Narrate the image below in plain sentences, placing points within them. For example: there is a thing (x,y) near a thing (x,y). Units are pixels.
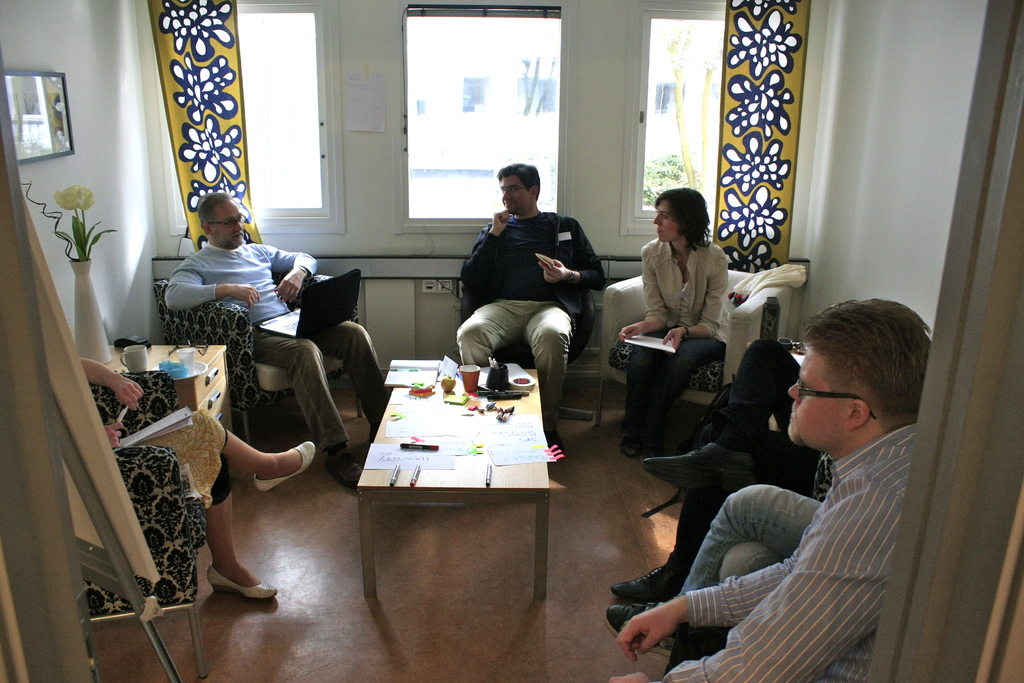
This picture shows a group of people (532,350) seated on the chairs (502,358) and we see some cups (476,387) and papers (452,469) and pens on the table (365,549) and we see a photo frame (27,152) on the wall (56,203).
